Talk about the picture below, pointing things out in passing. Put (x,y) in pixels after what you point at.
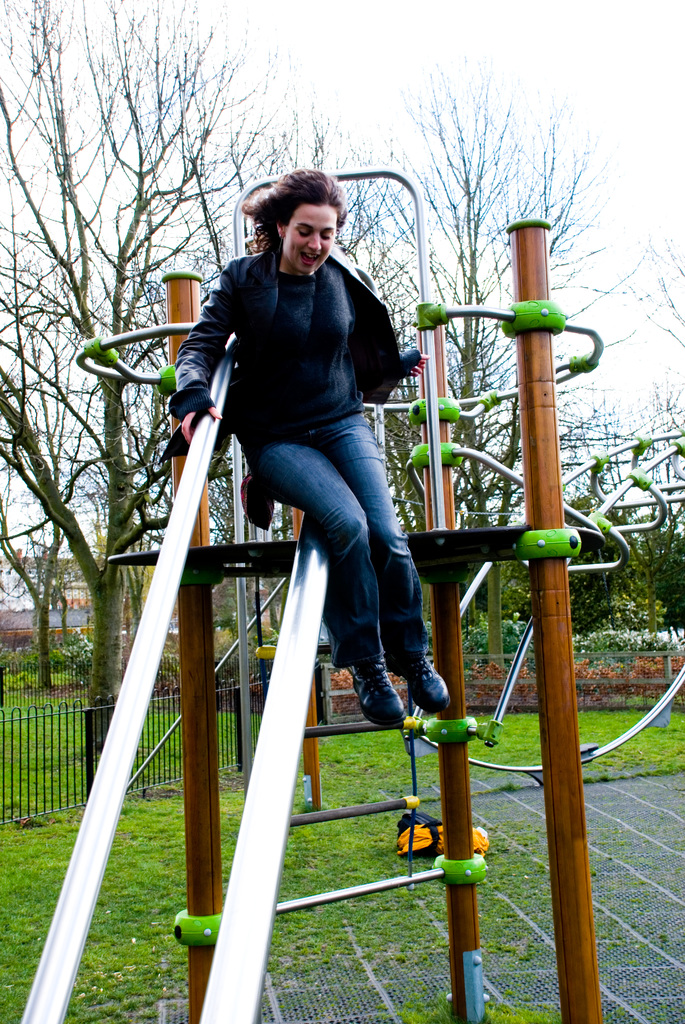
In this picture we can see a woman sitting on a steel object (157,617). There is some grass (15,948) on the ground (14,844). We can see a few trees (102,607) in the background (118,597).
